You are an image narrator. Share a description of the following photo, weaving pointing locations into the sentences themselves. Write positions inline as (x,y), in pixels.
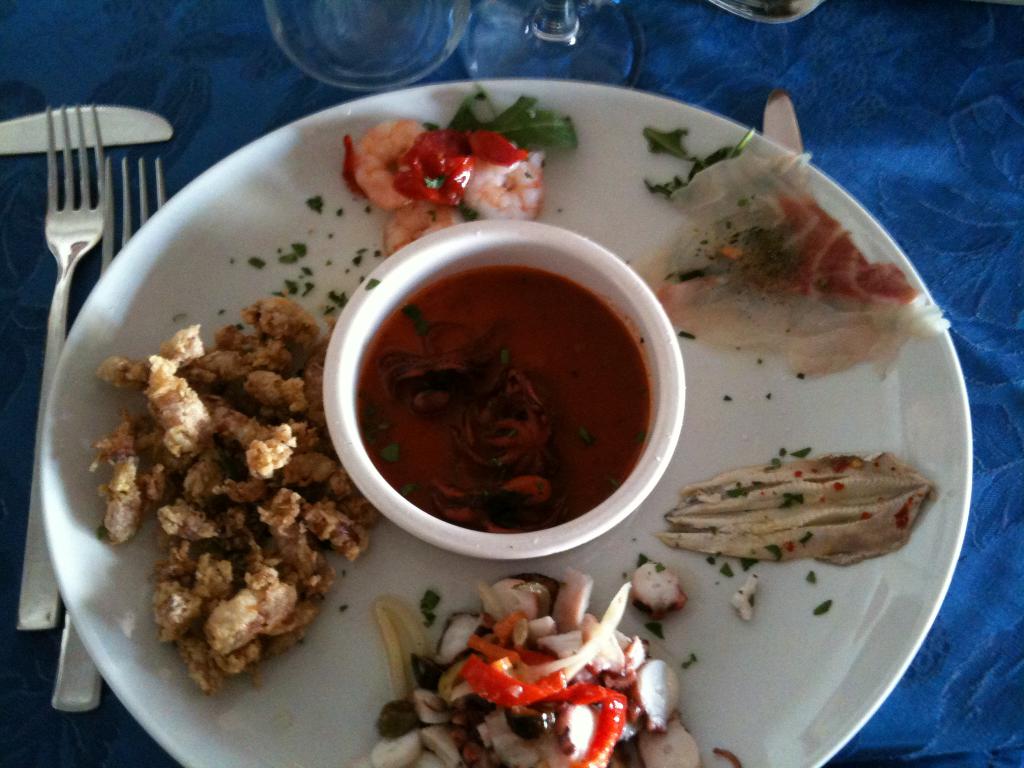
In this image we can see there is a table (228,77). On the table (63,81) there are some food items (199,527) placed on a plate (150,328), sauce (488,445) in a bowl (484,541), beside that there are two forks (88,199) and one knife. In front of them there is a glass (473,14).
